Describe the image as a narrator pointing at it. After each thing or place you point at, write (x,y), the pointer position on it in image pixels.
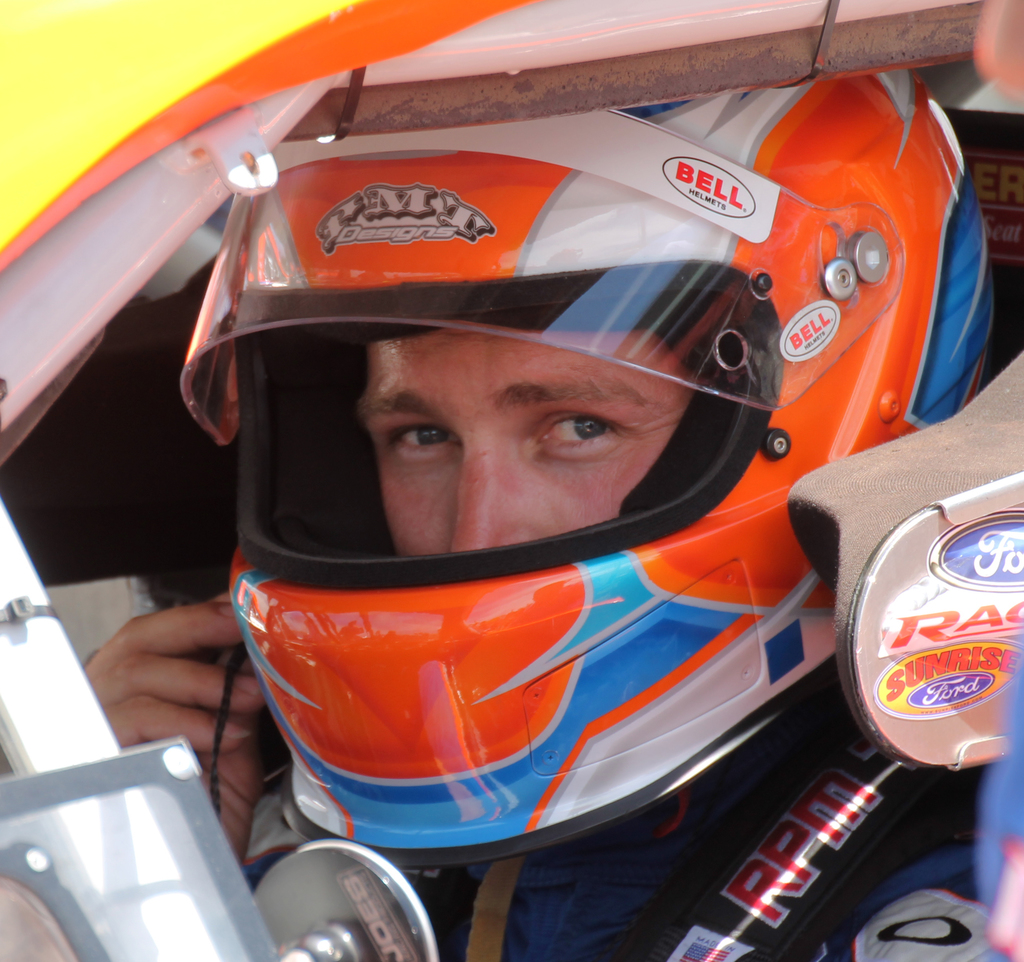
In this image I can see a person (468,171) wearing a helmet (782,344) visible in the foreground (529,925).
